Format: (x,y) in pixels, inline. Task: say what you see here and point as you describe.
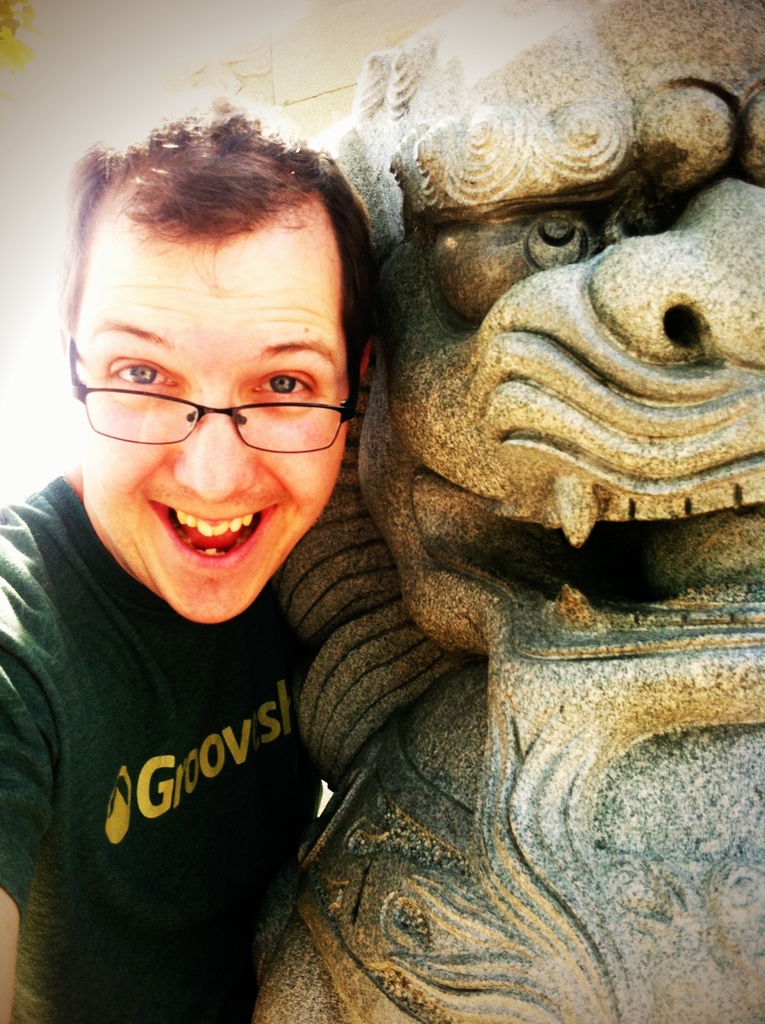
In this image we can see a man (193,548) beside the sculpture (540,371).
